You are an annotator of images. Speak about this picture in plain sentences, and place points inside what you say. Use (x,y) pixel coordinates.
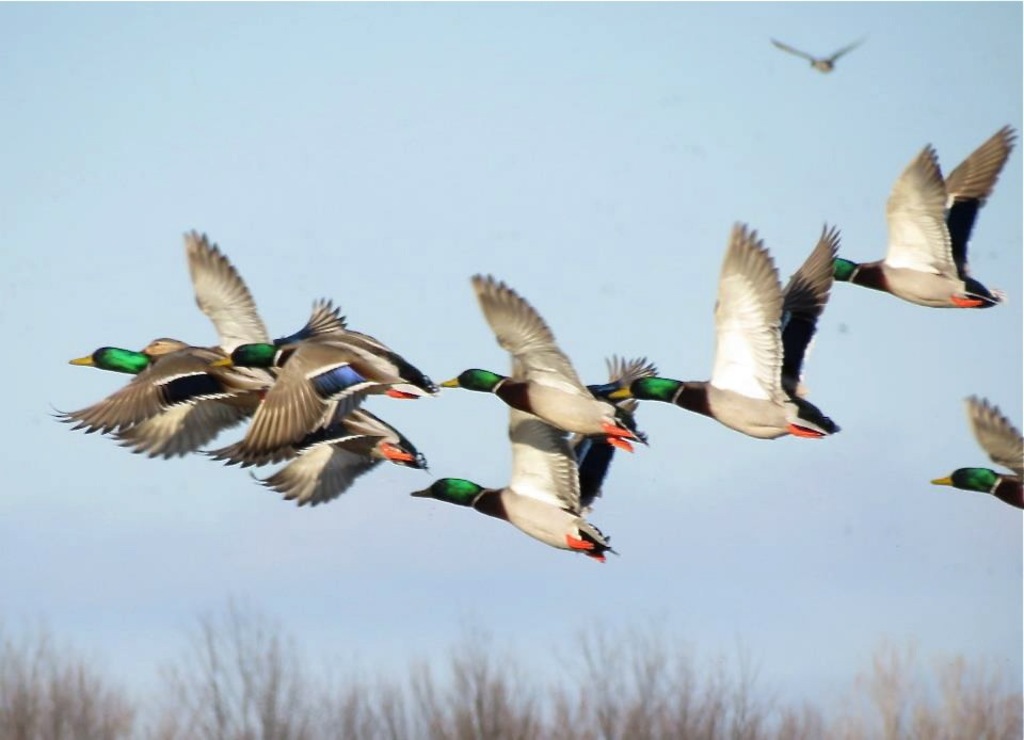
In the image there are birds (903,232) flying in the sky (367,518). At the bottom of the image (80,706) there are trees (935,719). In the background (361,610) there is sky (758,568).
